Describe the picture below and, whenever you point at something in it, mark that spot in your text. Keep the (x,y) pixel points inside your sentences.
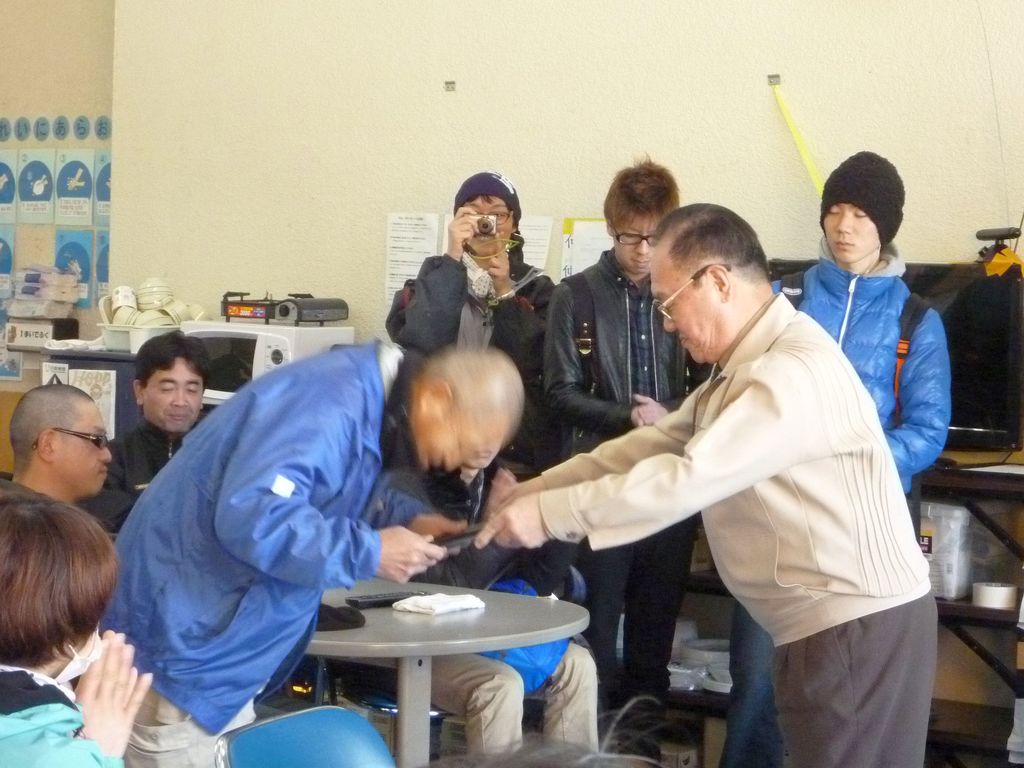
In this picture we can see a group of people (358,546), among them few people (87,539) sitting and few people (200,484) standing. A person (482,284) holding a camera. In front of the people (215,525), there are some objects (409,604) on the table (427,635). Behind the people (290,489), there are cups (164,289), microwave oven (231,333) and some other objects (65,314). There are papers (17,182) and posters (32,183) are attached to the walls (48,112). On the right side of the image (966,572), there is a monitor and there are few objects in the racks (706,585).
